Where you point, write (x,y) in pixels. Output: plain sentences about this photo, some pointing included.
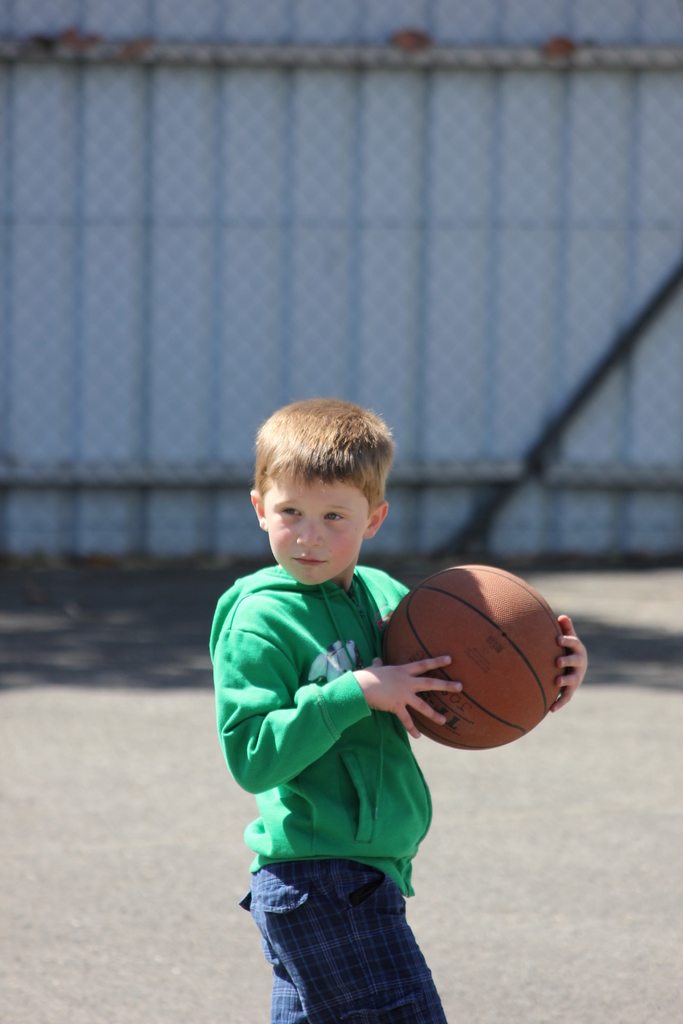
In this image, I can see a boy (326,802) standing and holding a basketball (424,583) in his hands (386,699). In the background (320,218), that looks like a door (225,169).
